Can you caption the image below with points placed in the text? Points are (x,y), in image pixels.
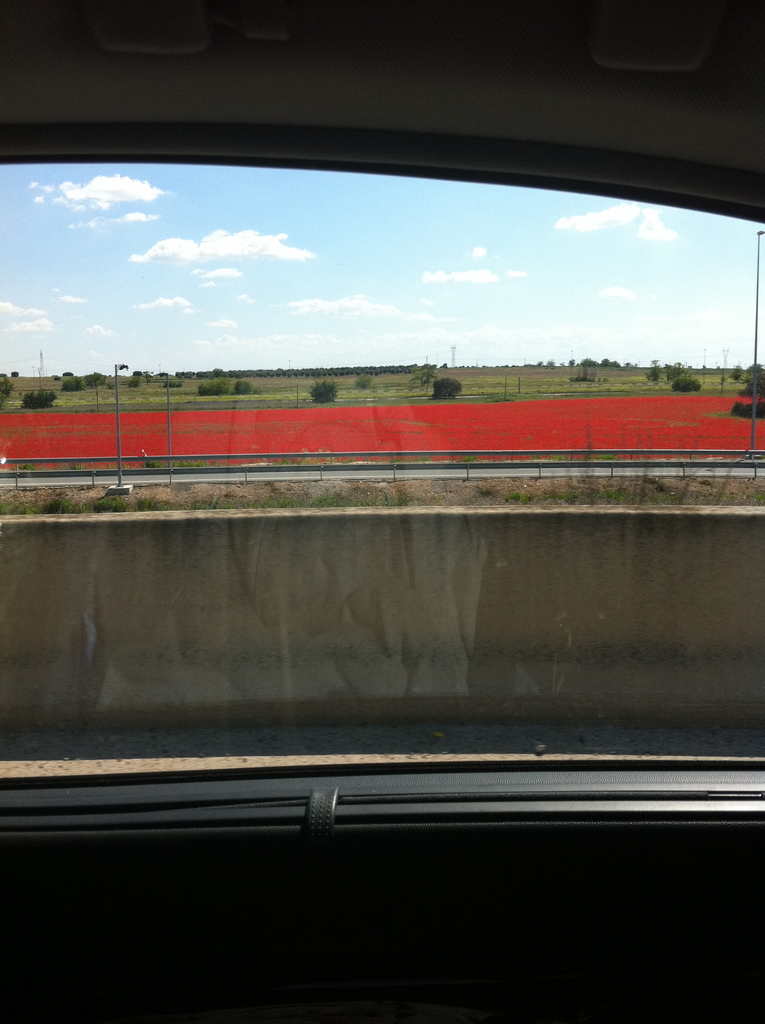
I can see this picture is taken from inside the vehicle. Through the window (409,369) of the vehicle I can see the ground (555,485), few plants (321,386), few poles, the wall (321,508), some grass (334,504) and in the background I can see the sky (239,253).
